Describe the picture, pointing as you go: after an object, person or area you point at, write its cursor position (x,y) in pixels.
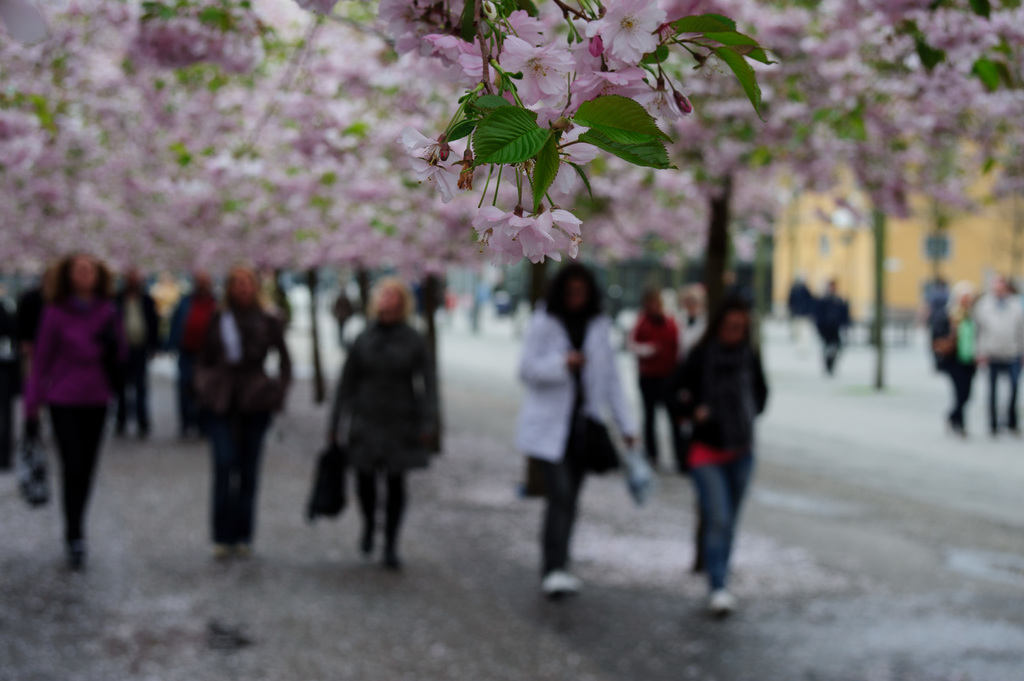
In this image there are people (549,447) walking on a road (806,552), at the top (152,182) there are flowers (973,117) and it is blurred.
